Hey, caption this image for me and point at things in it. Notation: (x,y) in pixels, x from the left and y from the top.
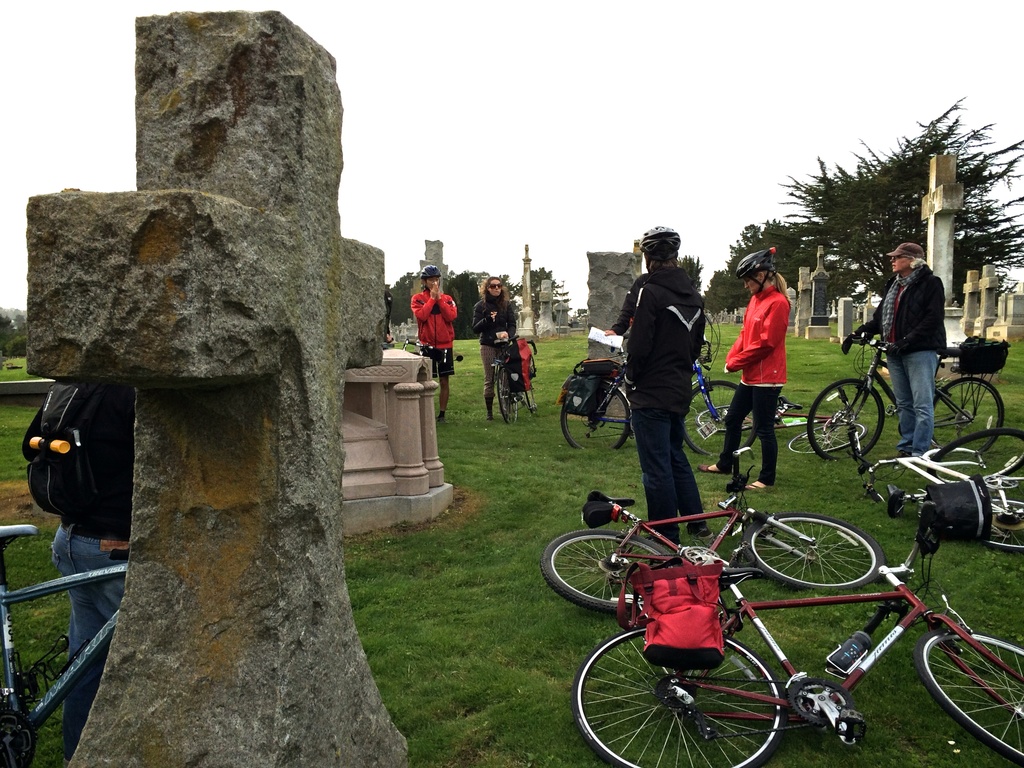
In this image there are many people (128,479). Some are wearing helmets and caps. On the ground (466,554) there is grass (501,461). Also there are cycles (932,528). On the left side (182,324) there is a stone cross (206,417). In the background (460,288) there are many crosses (944,285), trees (856,222) and sky (544,102).
